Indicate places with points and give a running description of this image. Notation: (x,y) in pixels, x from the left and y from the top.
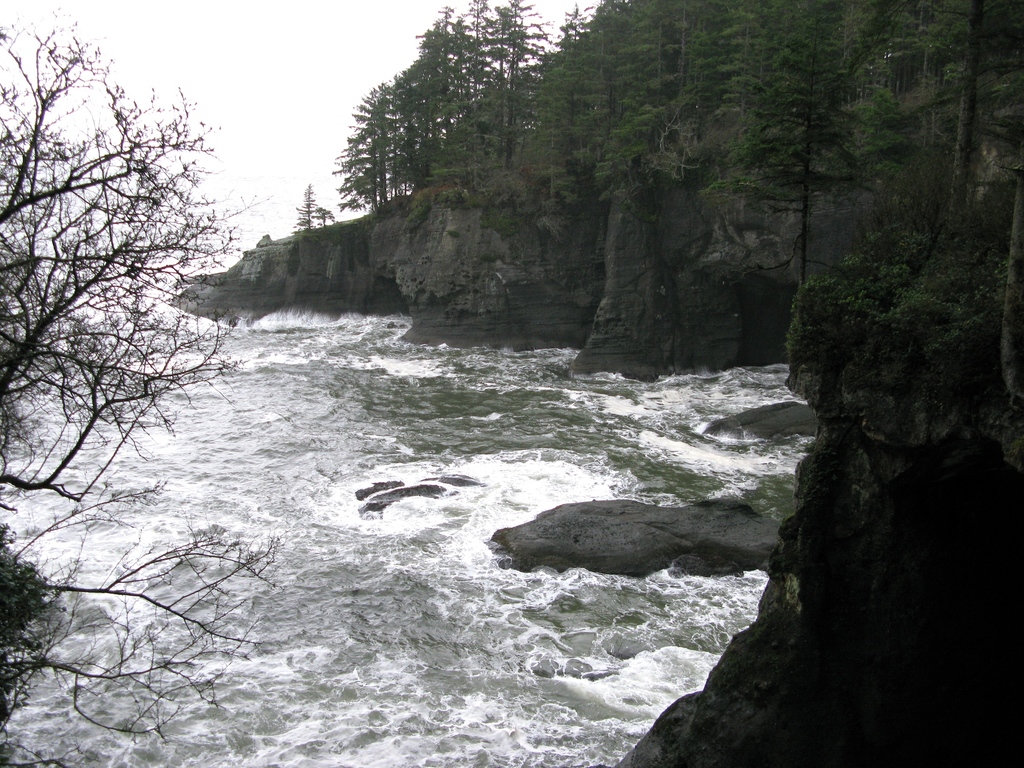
There is water (395,432). There are rocks (470,224) and trees (79,286).
